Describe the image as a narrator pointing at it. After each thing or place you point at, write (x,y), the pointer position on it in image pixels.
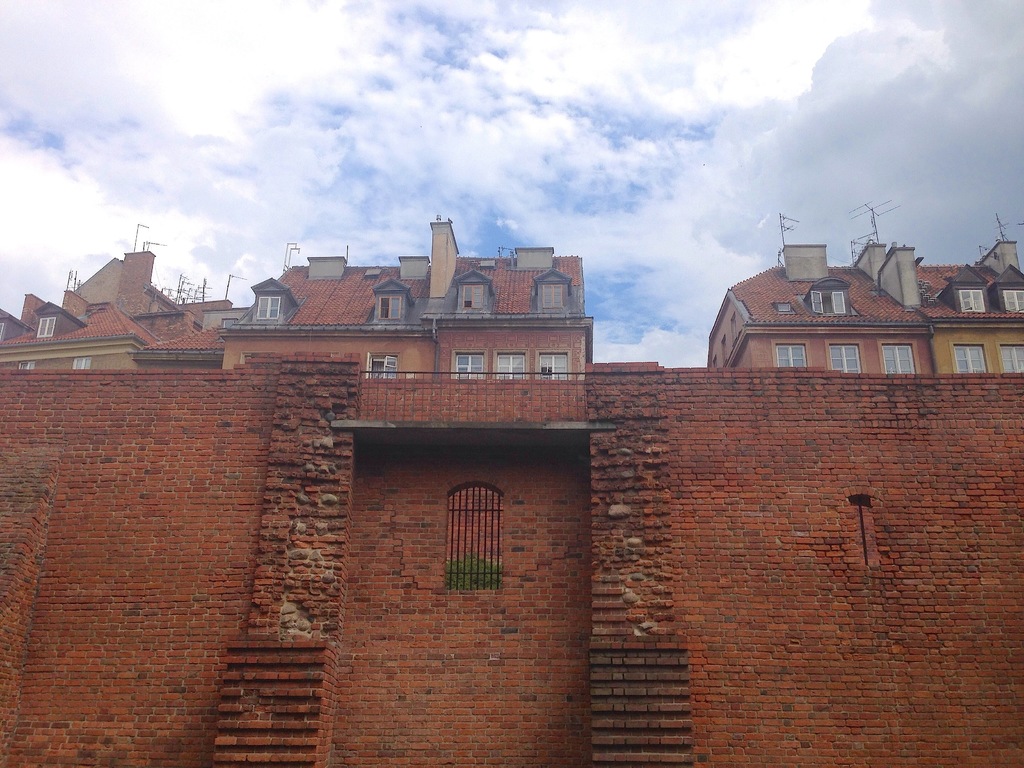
There is a wall (245,536) which is brick in color and there are buildings (532,336) above it and the sky (502,96) is cloudy.
